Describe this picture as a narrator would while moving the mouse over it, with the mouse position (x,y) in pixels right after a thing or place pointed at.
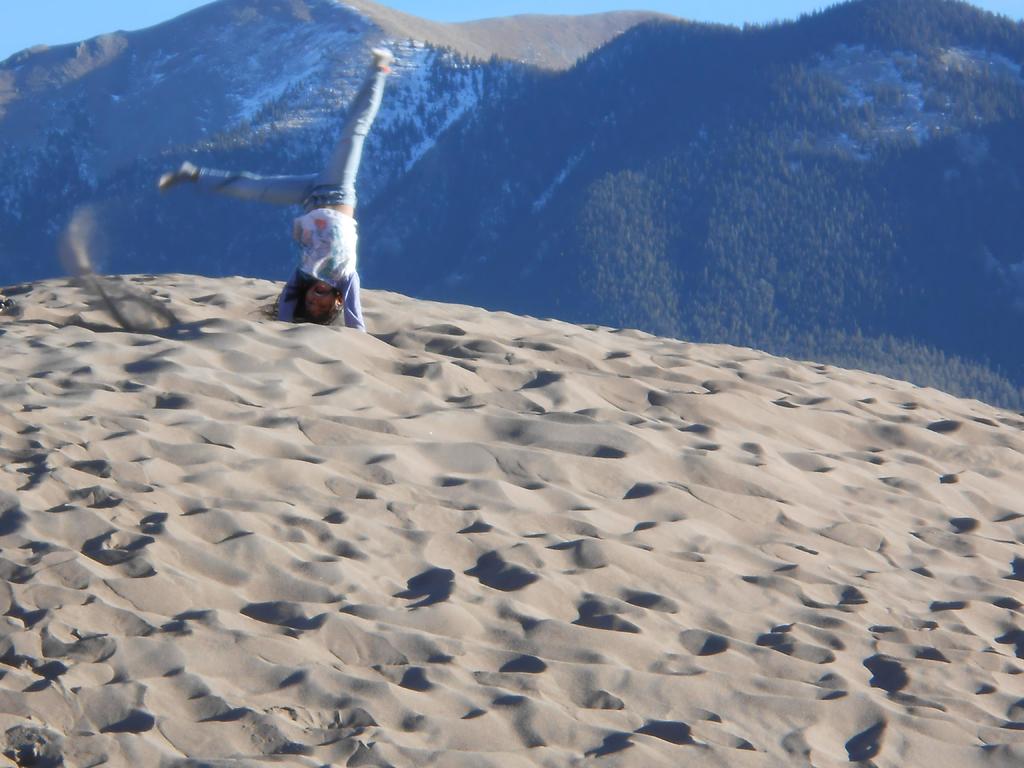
In this image we can see a person (362,135). At the bottom (183,646) there is sand (698,562). In the background (578,100) there are hills (454,73) and sky (502,1).
